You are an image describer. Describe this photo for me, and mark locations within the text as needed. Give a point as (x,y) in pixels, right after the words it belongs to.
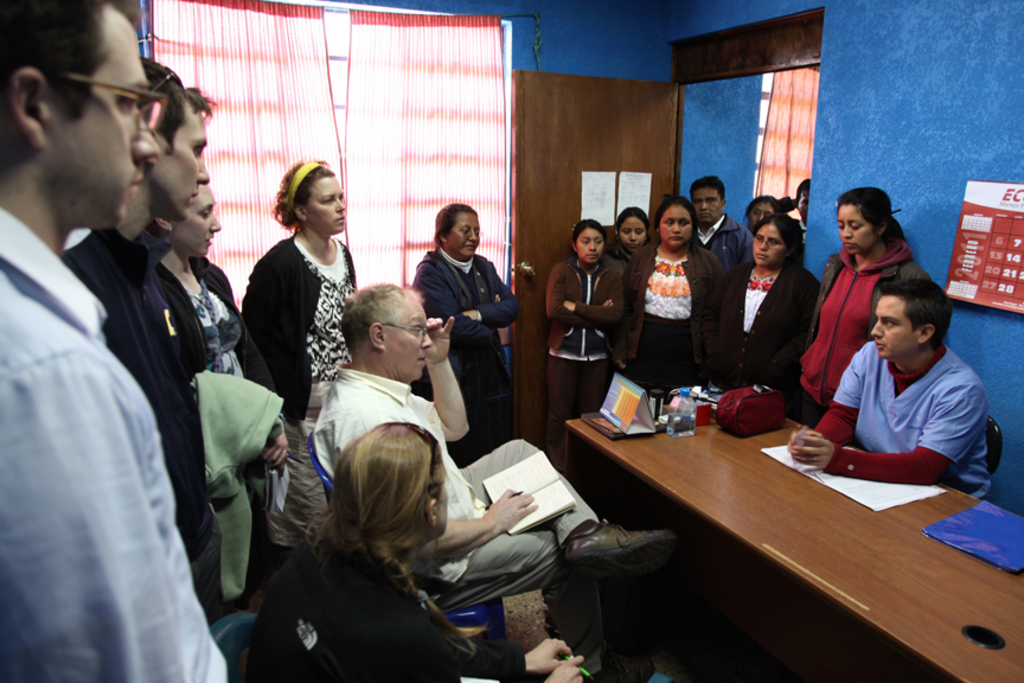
This is a picture of a office (200,423). In the picture there are many people (145,324) standing. On the right (700,458) there is a table (785,544), on the table (927,511) there are files (871,503), water bottle (674,417), calendar (635,408) and a kit (755,416). On the top right (979,203) there is a calendar (1011,285) and a blue wall (899,127). In the center of the background (555,161) there is a door (597,160) and a curtain (788,132). On the top left (304,67) is a curtain (323,58) and window (326,25). In the center (361,412) there are two persons (373,531) sitting in chairs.
